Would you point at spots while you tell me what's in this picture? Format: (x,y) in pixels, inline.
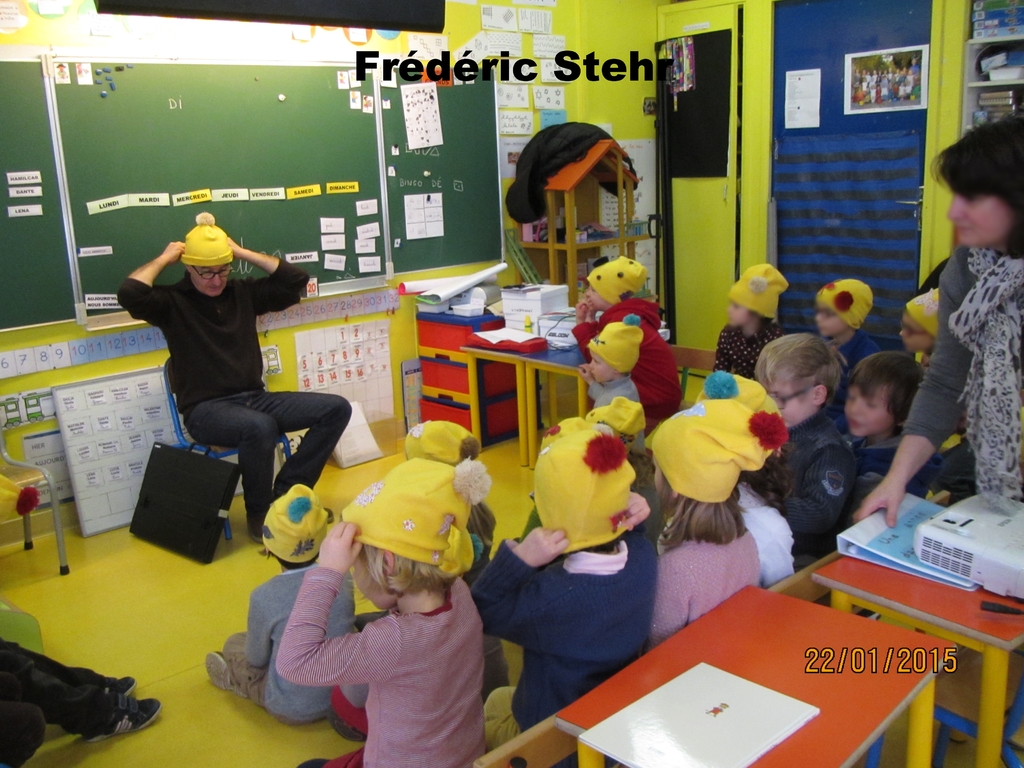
In this image in front (645,687) there are tables (799,619) and on top of the tables (869,565) there are books (901,564) and projector (969,558). In front of the table (778,612) there are few children (394,593) sitting on the floor (245,709). In front of them there is a person (204,380) sitting on the chair (220,453). Beside him there is a bag (224,470). Behind him there is a board (135,98). On the backside (546,29) there is a wall (576,5) with the posters (516,94) on it. At the right side of the image (828,160) there is a door (911,117) with the photo frame (872,76) on it. Beside the door (780,188) there is another table (477,404) and on top of it there are few objects (535,331).
